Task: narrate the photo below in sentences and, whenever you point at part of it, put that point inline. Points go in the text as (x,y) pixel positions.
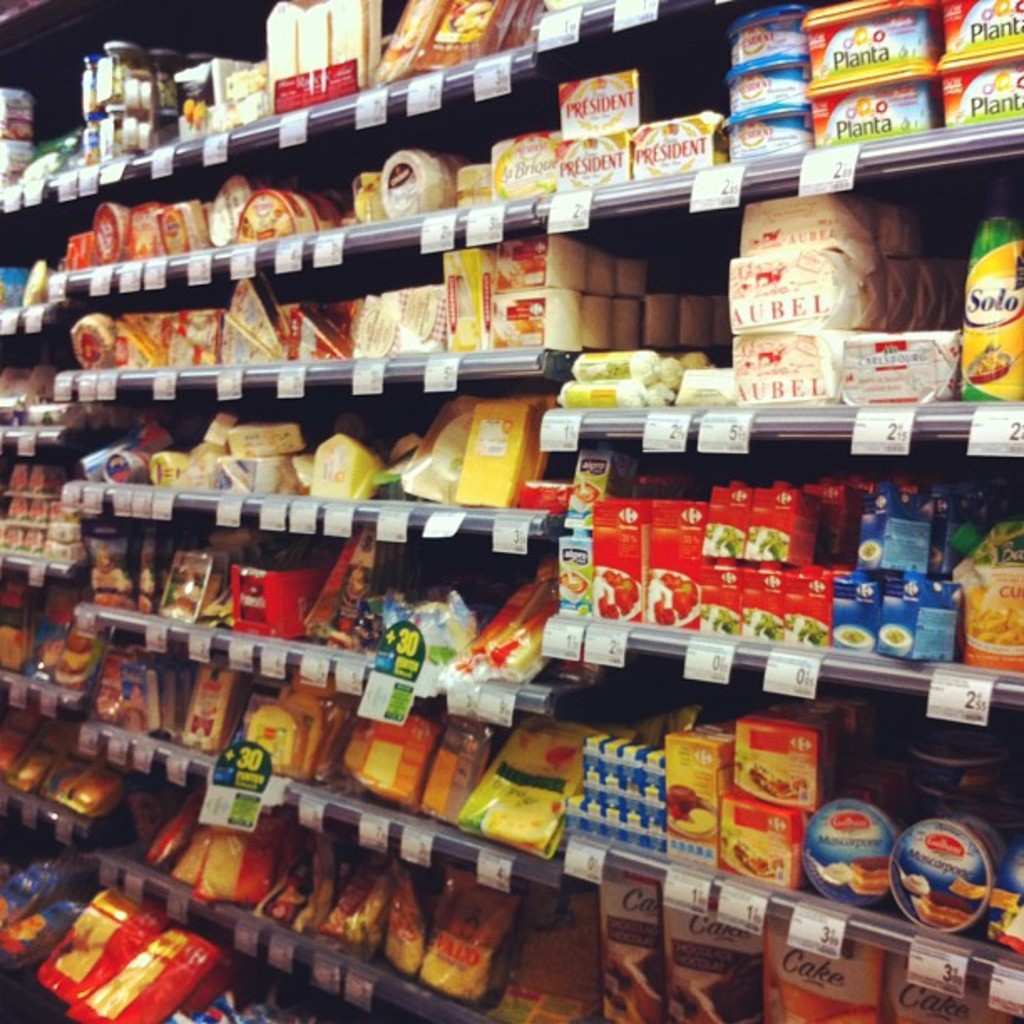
In this image I can see few bottles (978,263), cardboard boxes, covers (492,785) on the rack (470,361).
